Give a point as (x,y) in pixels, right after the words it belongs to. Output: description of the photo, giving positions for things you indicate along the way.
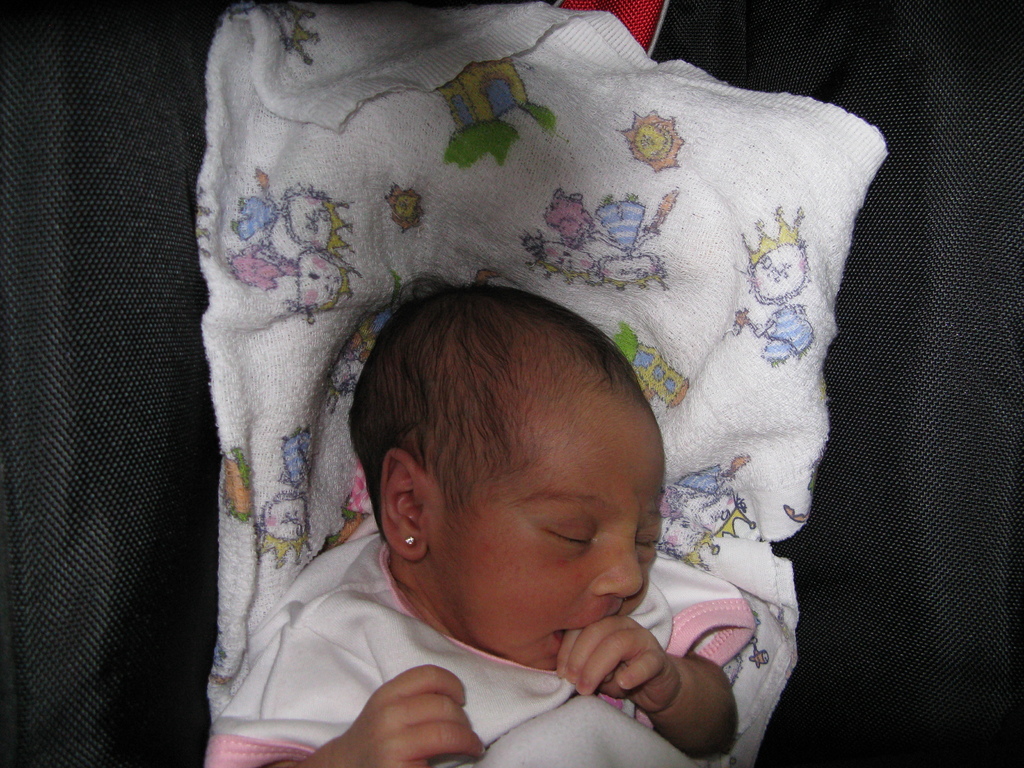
In this picture we can see a baby (477,669) is lying on the cloth (240,523) and the cloth (391,264) is on the black object (897,587).
